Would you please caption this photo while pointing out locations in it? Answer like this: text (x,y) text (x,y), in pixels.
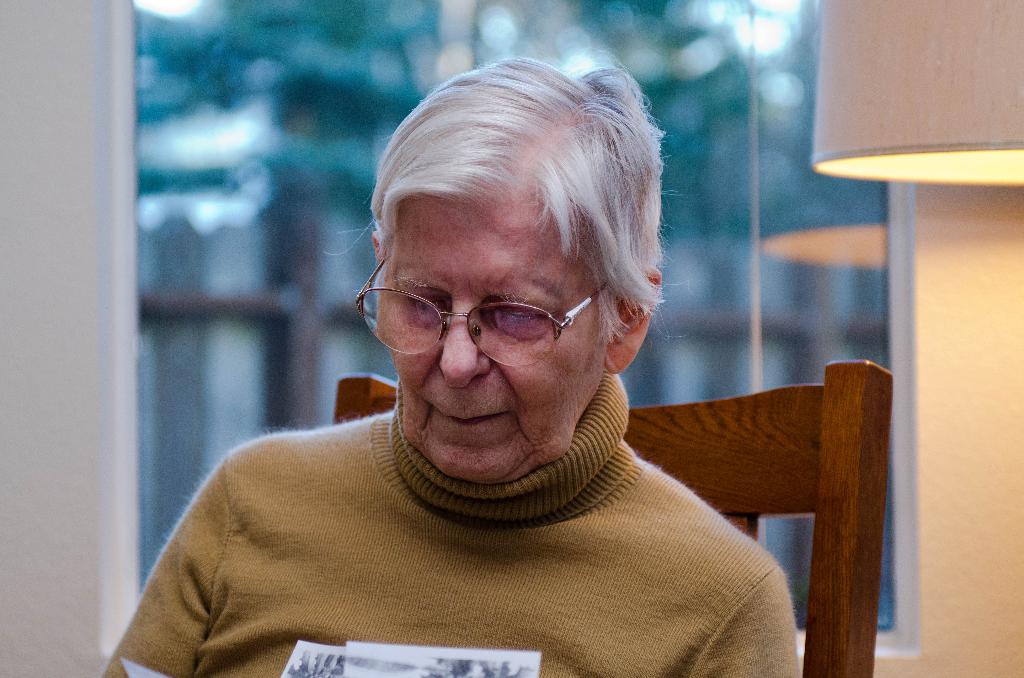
In the picture there is a old woman (418,395) wearing spectacles (523,362) is sitting on the chair (834,405), she is reading something in the background (235,129) there is a window (370,123), to the right side (938,72) there is a lamp (960,58) to the left side (41,344) there is a white color wall (58,302).
